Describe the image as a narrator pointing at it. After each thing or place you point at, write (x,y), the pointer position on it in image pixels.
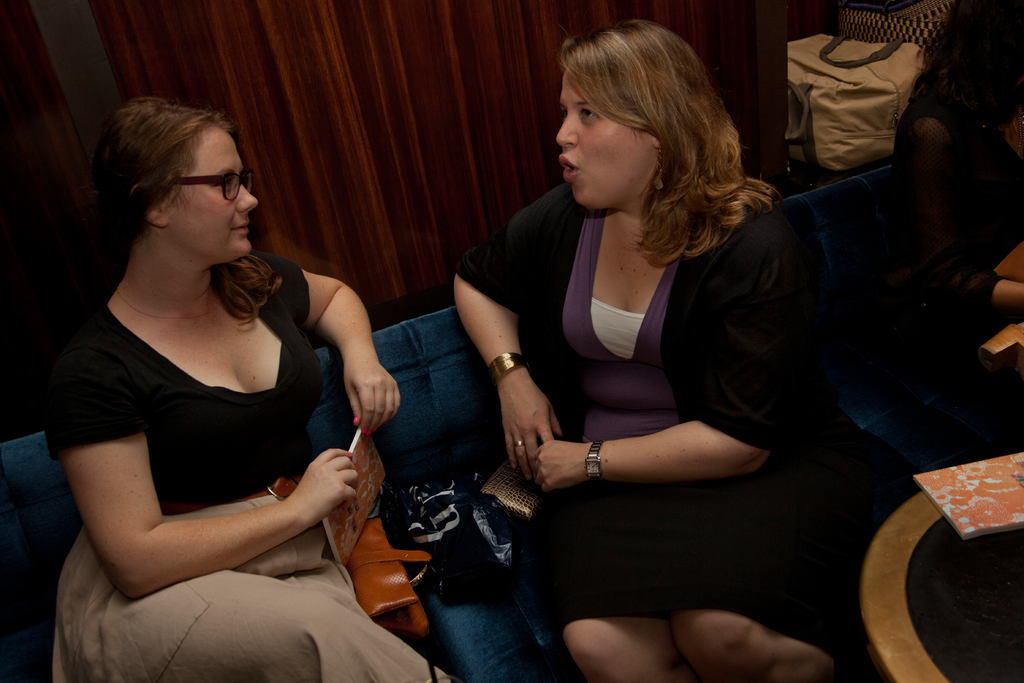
In this picture we can see three women (293,573) sitting on a sofa (381,437), book (348,511), wall (314,56) and in the background (906,45) we can see bags (825,104).
